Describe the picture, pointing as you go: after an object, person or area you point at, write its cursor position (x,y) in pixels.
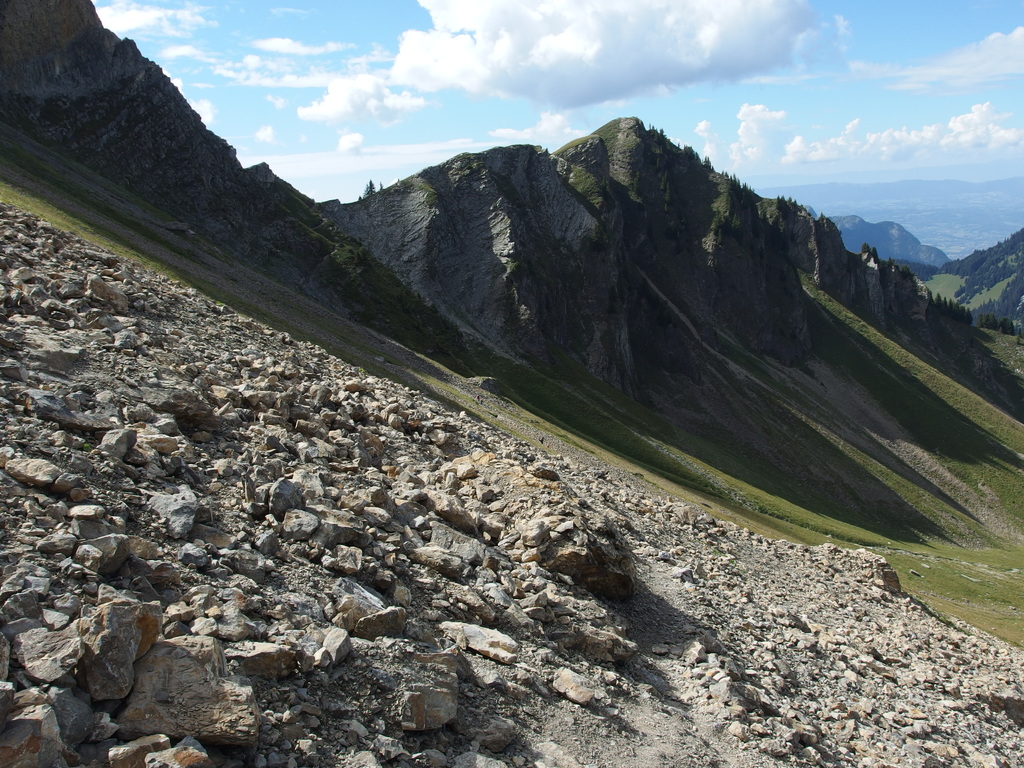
In the image we can see there are stones (201,518) on the ground (364,569) and behind there are hills (678,180). The ground (716,442) is covered with grass (673,468) and there is a cloudy sky (391,82).
